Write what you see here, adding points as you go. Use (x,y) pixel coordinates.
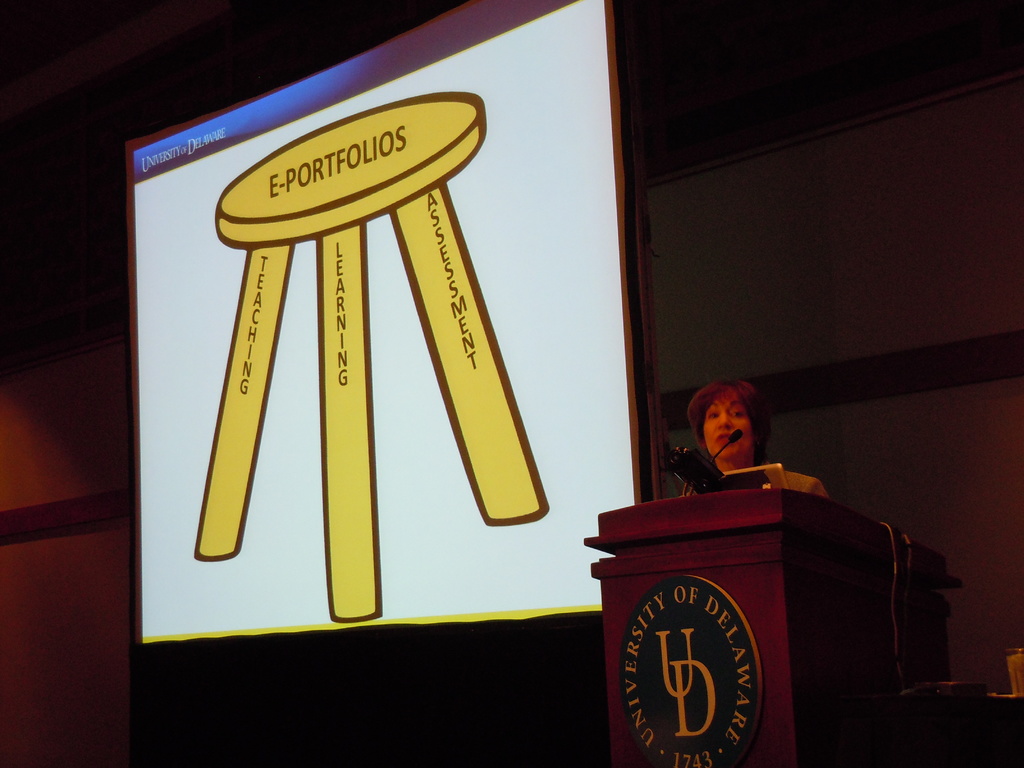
In this picture we can see a woman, in front of her we can see a mic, podium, on the right side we can see a glass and some objects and in the background (861,459) we can see a wall (892,447), projector screen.
